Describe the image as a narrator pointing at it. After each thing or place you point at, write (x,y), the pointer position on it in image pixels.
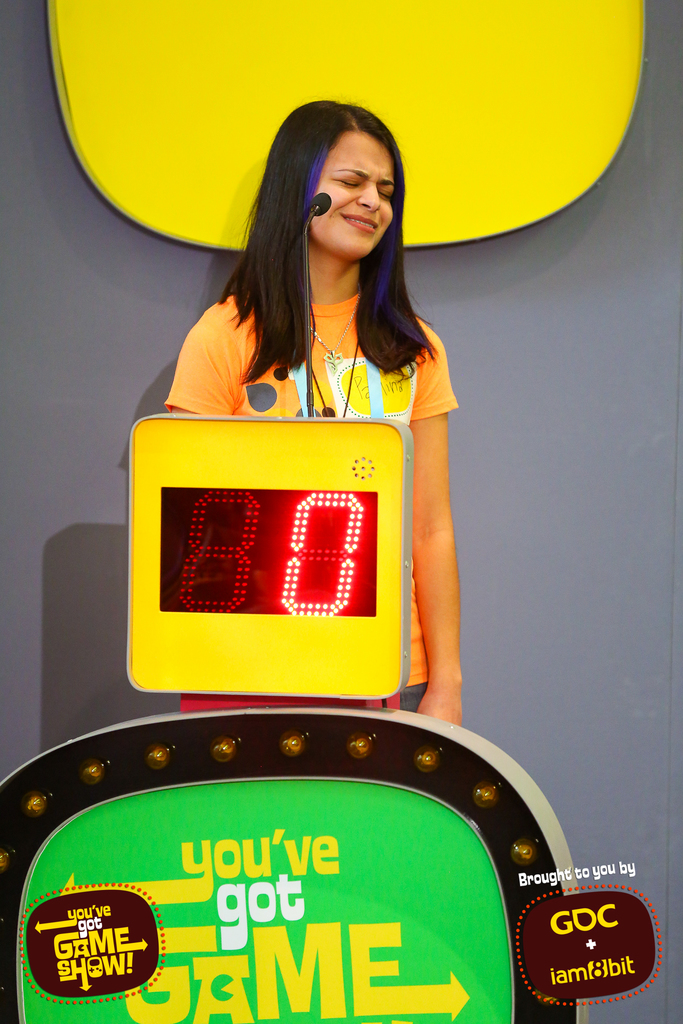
Here we can see a woman (291,403) standing. There is a microphone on a electronic device (221,525) and at the bottom (260,872) we can see a board (319,854). In the background (73,104) there is an object (163,104) on the wall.
